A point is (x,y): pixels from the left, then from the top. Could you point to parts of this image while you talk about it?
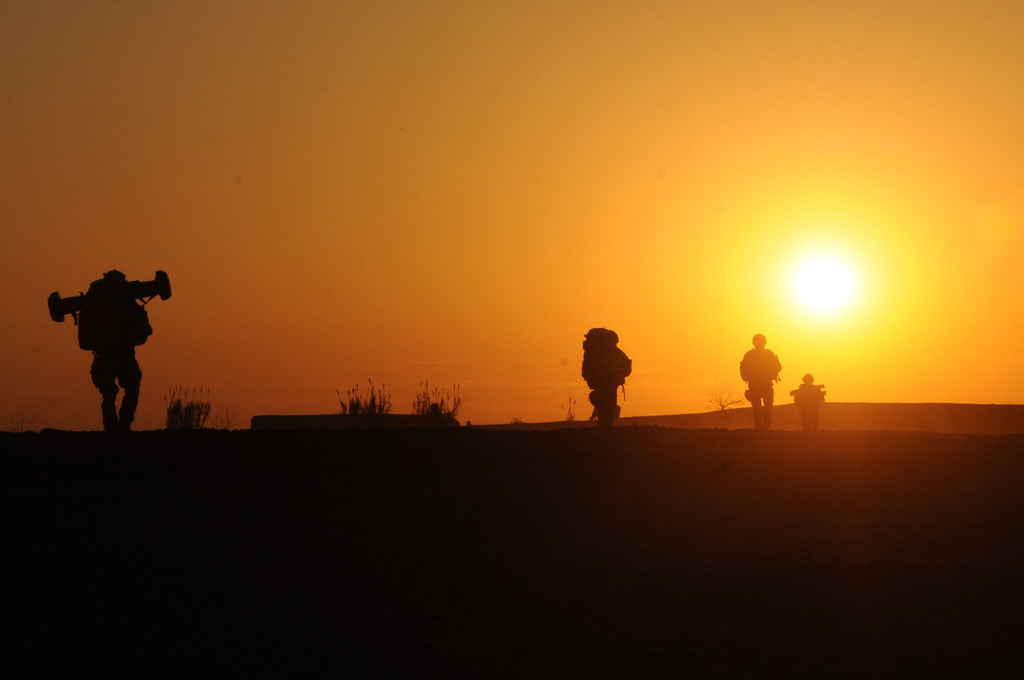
On the left side (108,326), there is a person (95,324) walking on the ground (144,433), on which there are plants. On the right side (810,410), there are three persons (801,408) on the ground (683,427). In the background (879,395), there is a sun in the sky (508,166).
